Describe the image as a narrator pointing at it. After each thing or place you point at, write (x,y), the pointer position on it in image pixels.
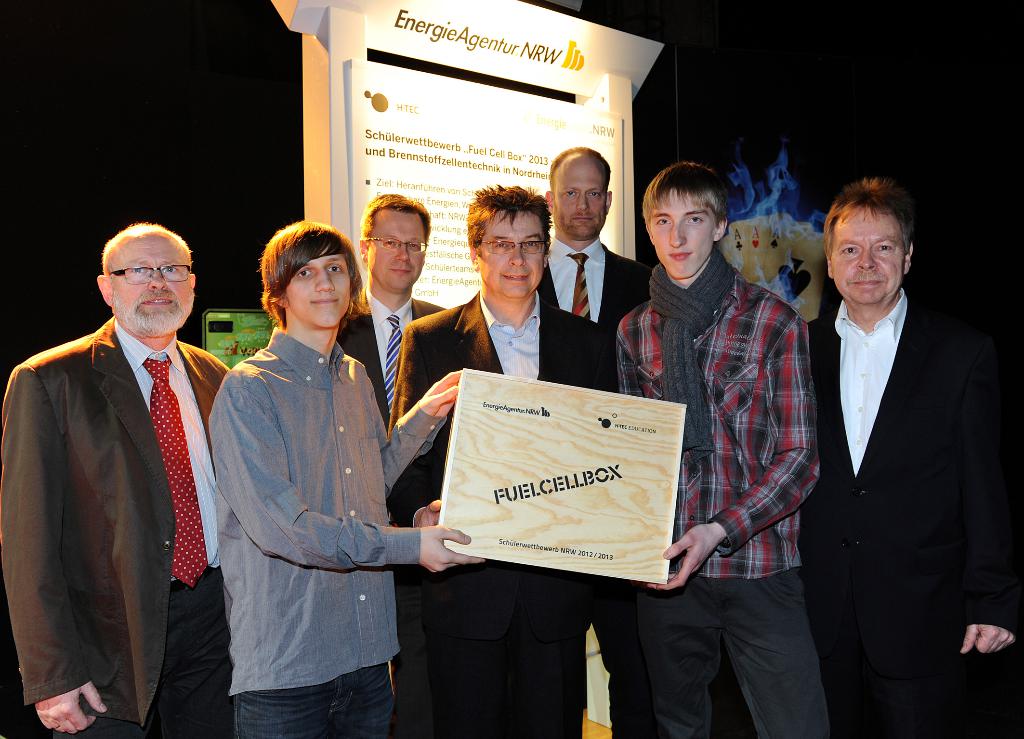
In this image there are a few people (656,337) standing with a smile on their face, in front of the image there are three men (367,389) standing, holding a fuel cell box (616,419) in their hands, in the background of the image (485,32) there is a display board (506,75).
